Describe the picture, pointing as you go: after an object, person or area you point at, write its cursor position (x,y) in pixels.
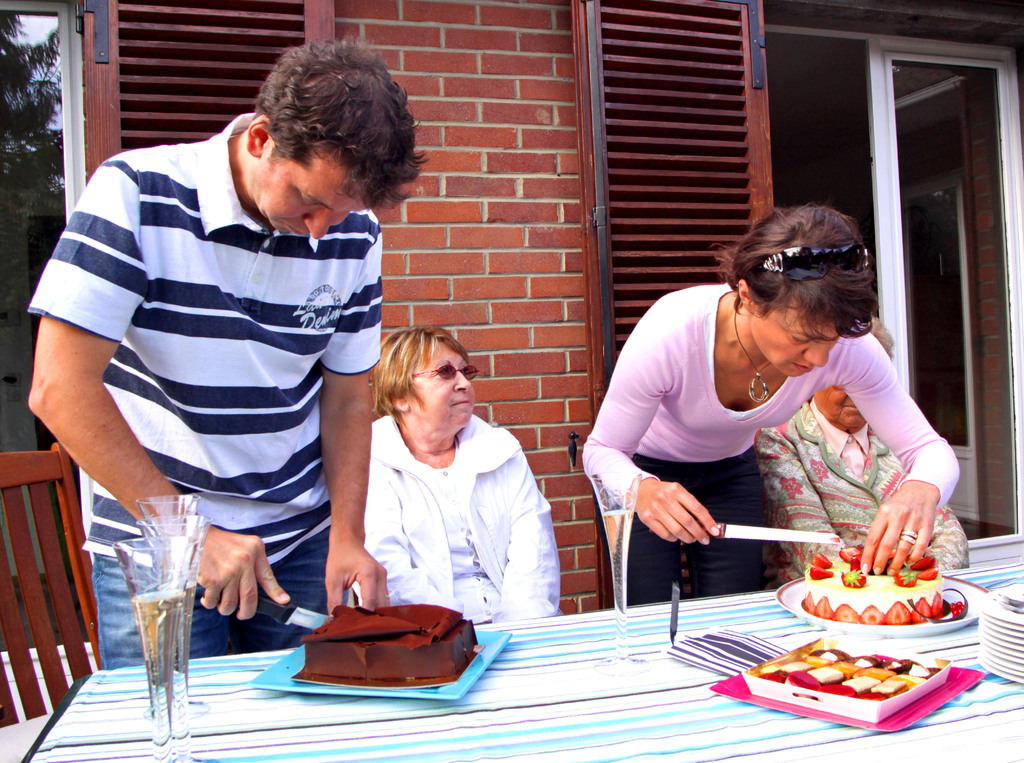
In this picture we can see two persons (852,451) sitting on the chairs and these are standing and cutting the cake (398,640). This is the table (550,714) and there is a cloth (598,710) on the table (155,729). These are the glasses (144,574) and there are some plates (1013,630). And in the background (537,245) there is a brick wall (539,165) and this is the door (899,160). Here we can see a tree (3,126).
